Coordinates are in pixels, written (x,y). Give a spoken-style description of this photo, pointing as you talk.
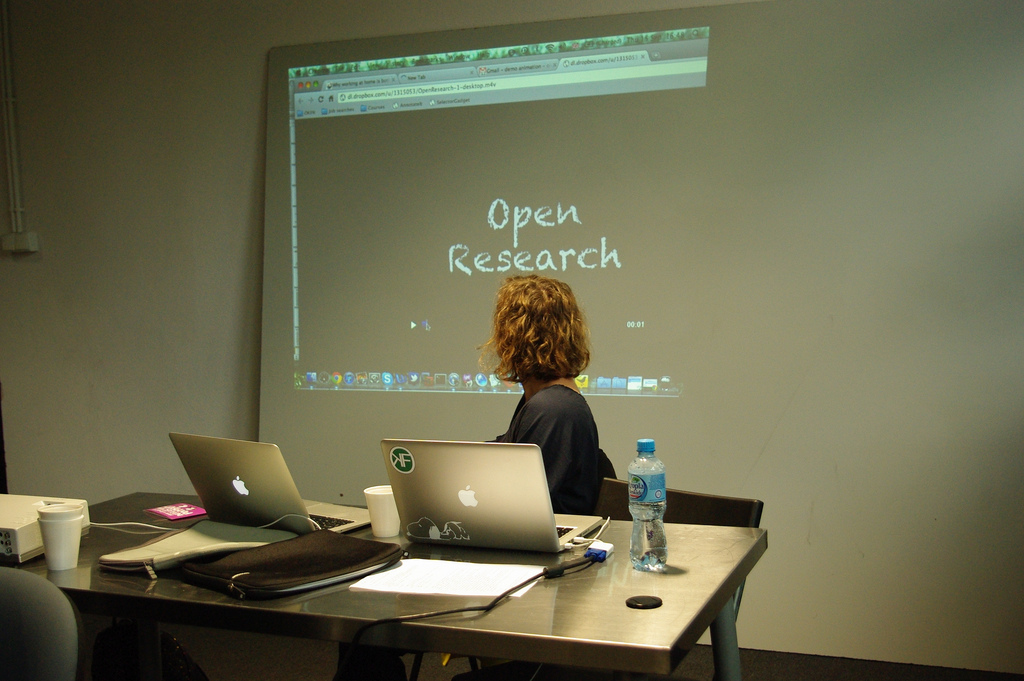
In the center of the image (529,424) there is a woman (535,407) sitting at the table (372,533). On the table (375,535) we can see laptops (270,495), glass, water bottle (641,509), papers (436,580) and bags (297,549). In the background (489,156) there is a screen (408,227).
